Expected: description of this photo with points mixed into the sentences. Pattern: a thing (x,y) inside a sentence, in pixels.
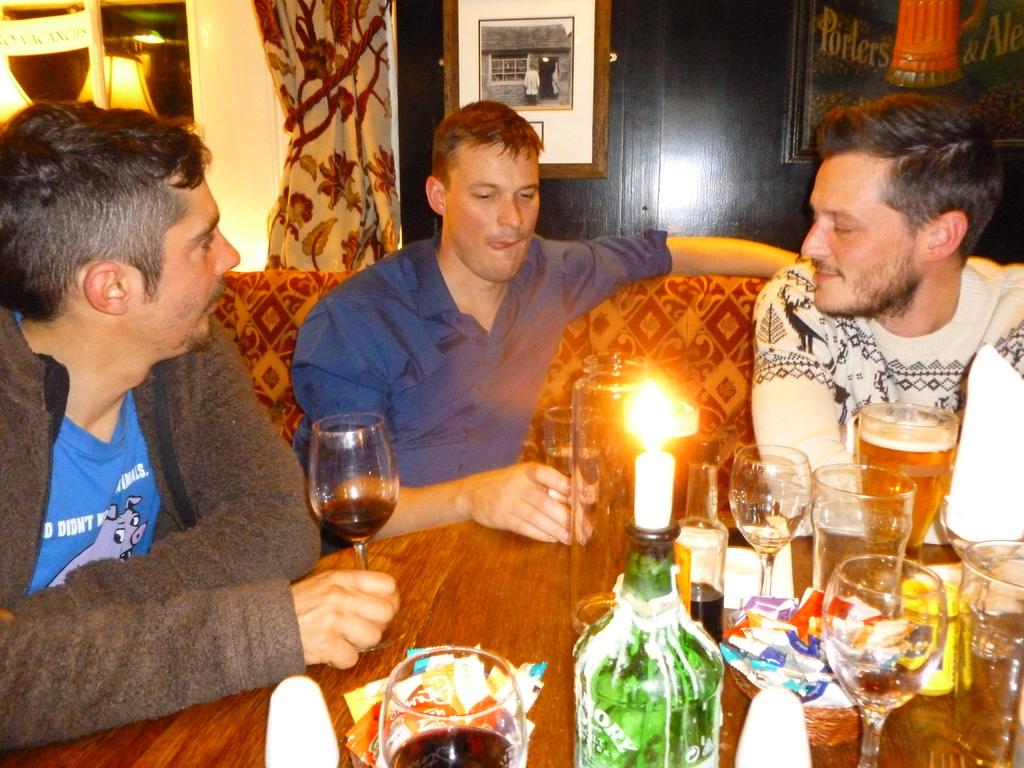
there are three person (483,351) sitting on a sofa (596,353) with the table (440,534) in front of them there are many items (622,596) on the table (433,587).
